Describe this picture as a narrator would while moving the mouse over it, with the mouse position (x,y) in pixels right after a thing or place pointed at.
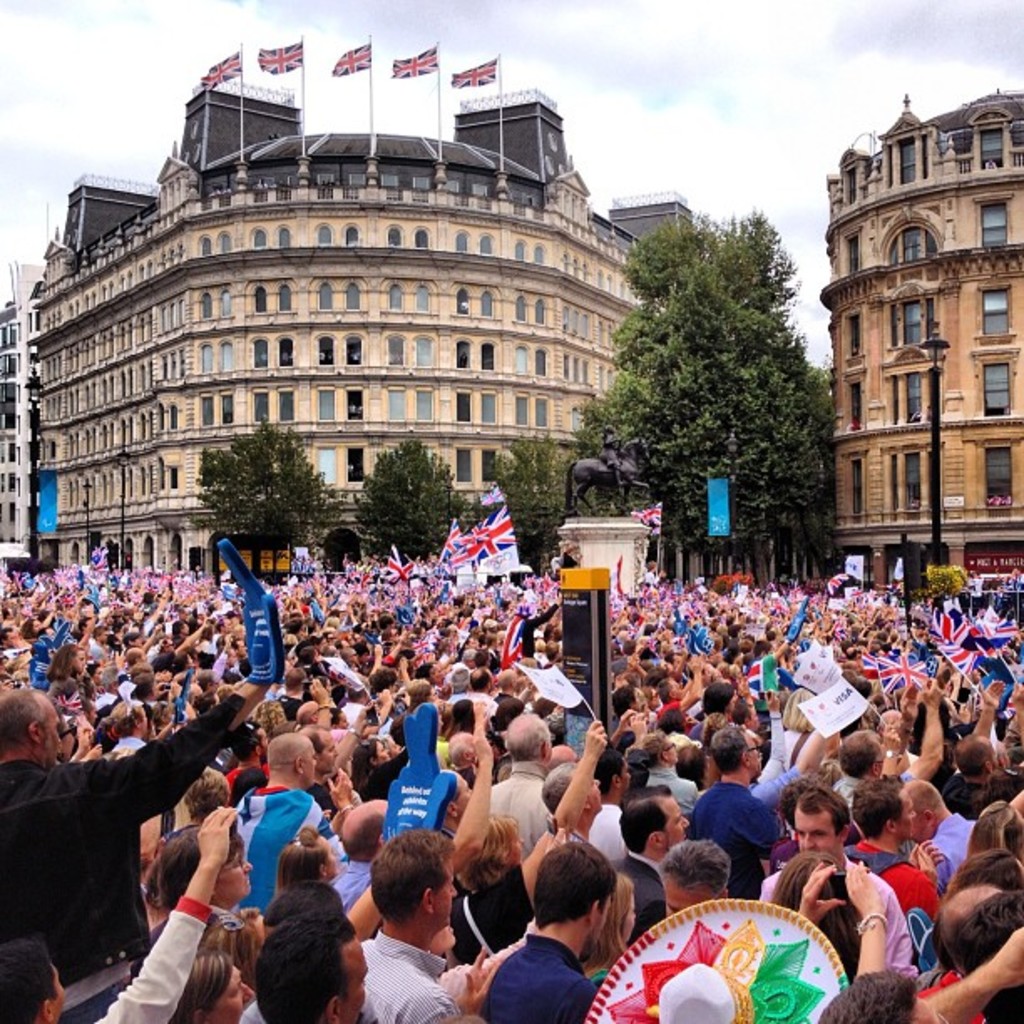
In this image there are people (669,665) standing, holding flags (913,674) and few items (840,690) in their hands (916,689), in the background (584,538) there is a statue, trees (638,356), buildings (606,231), on one building (380,143) there are flagpoles (371,97) and there is the sky (337,38).
